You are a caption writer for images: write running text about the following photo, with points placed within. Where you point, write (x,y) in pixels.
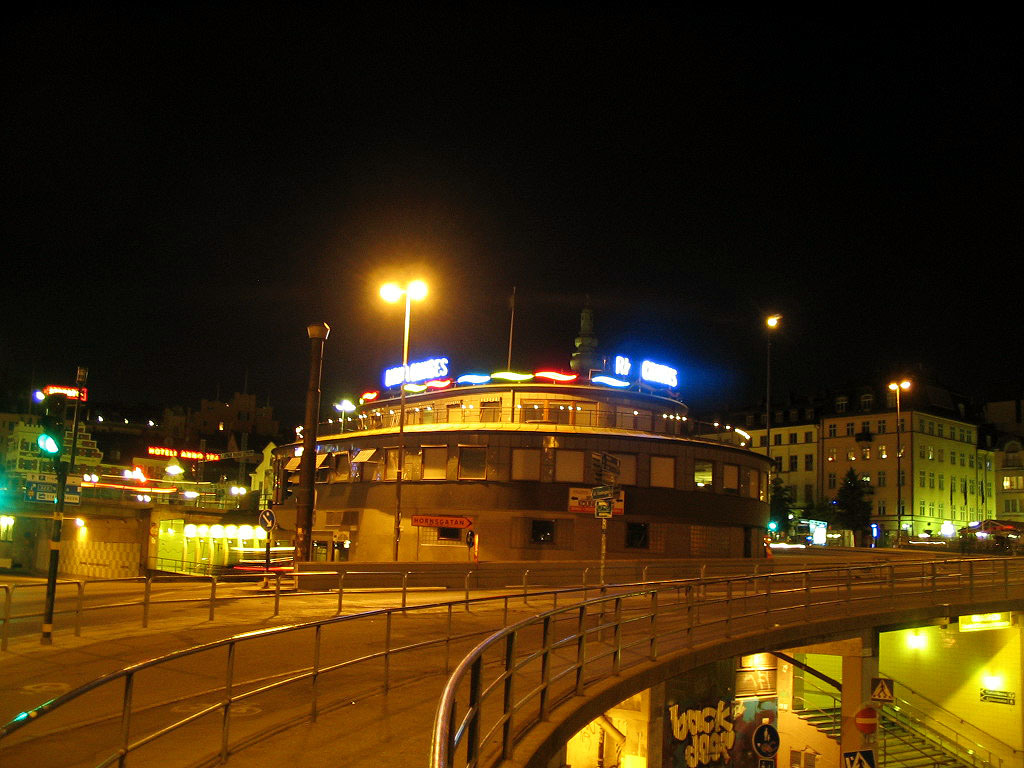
In this picture there is a flyover (406,681) with pipe railing (609,628). Behind there is a round building (471,483) with colorful naming board (372,397) on the top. On the right bottom side (895,722) we can see some steps (895,742) with railing pipe (910,720). In the background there are some building (873,431) and street lights (899,483).
